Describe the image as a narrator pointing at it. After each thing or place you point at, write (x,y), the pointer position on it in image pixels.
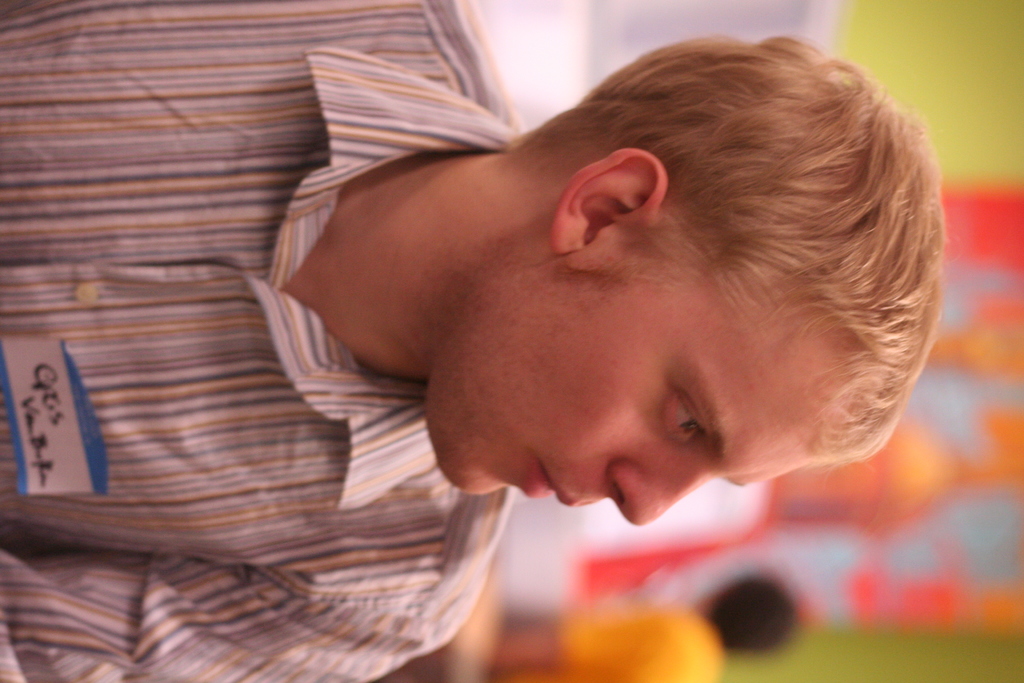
In this image we can see one person (762,180), at the bottom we can see some written text (43,441) on the paper (45,454), we can see the background (881,514) is blurred.
